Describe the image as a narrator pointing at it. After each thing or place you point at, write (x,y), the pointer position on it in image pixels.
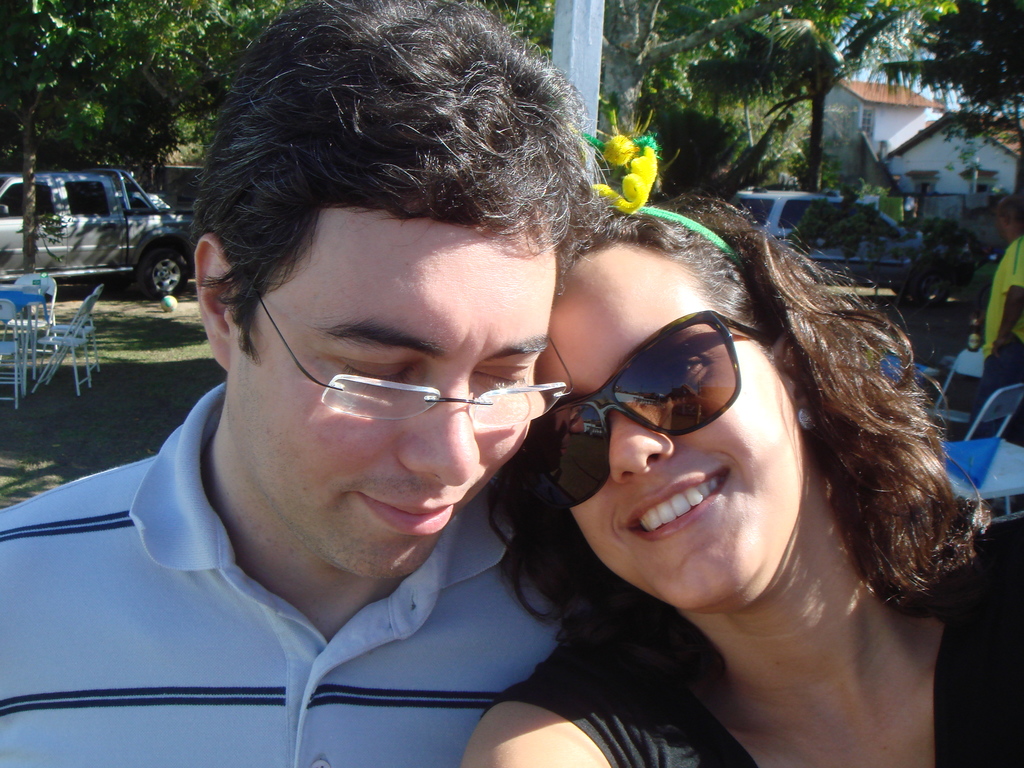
In this image I can see two persons (451,303), the person (706,578) at right (881,704) is wearing black color shirt (947,718) and the person (360,627) at left (32,602) is wearing white color shirt (160,664). Background (858,150) I can see few vehicles (899,282), trees (900,64) and plants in green color, buildings (921,147) in white color and the sky (878,81) is in blue color.
